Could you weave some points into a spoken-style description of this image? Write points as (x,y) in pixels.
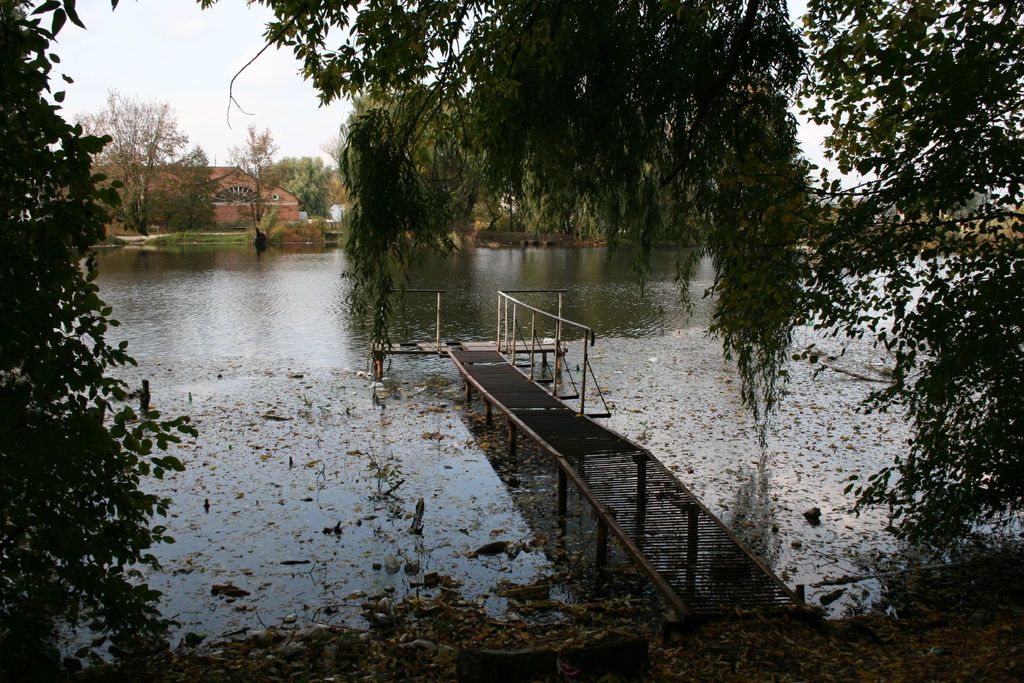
In this image we can see a walkway bridge (767,583), shredded leaves (579,604), trees (487,172), lake (360,353), buildings (283,207) and sky (137,63).
